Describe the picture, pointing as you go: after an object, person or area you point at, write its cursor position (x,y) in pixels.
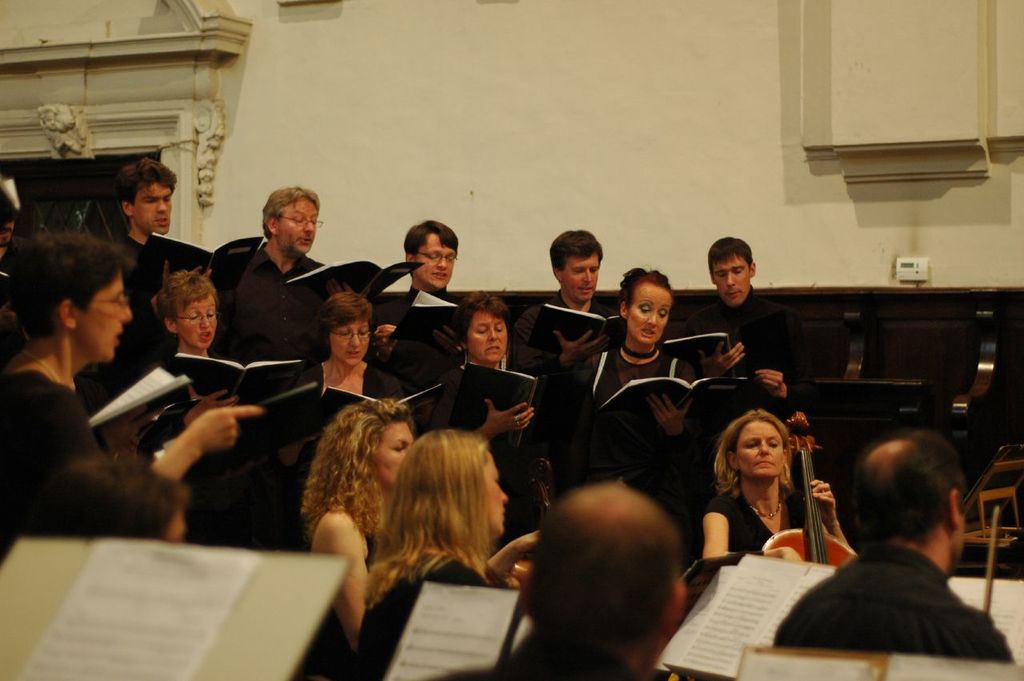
In this image we can see there are people (431,366) standing and holding books (471,413) and there are a few people (867,556) sitting and the other person (792,526) holding a musical instrument (778,547). And at the side, we can see the wall (435,102) with a design (221,104) and a wooden object (944,294).
